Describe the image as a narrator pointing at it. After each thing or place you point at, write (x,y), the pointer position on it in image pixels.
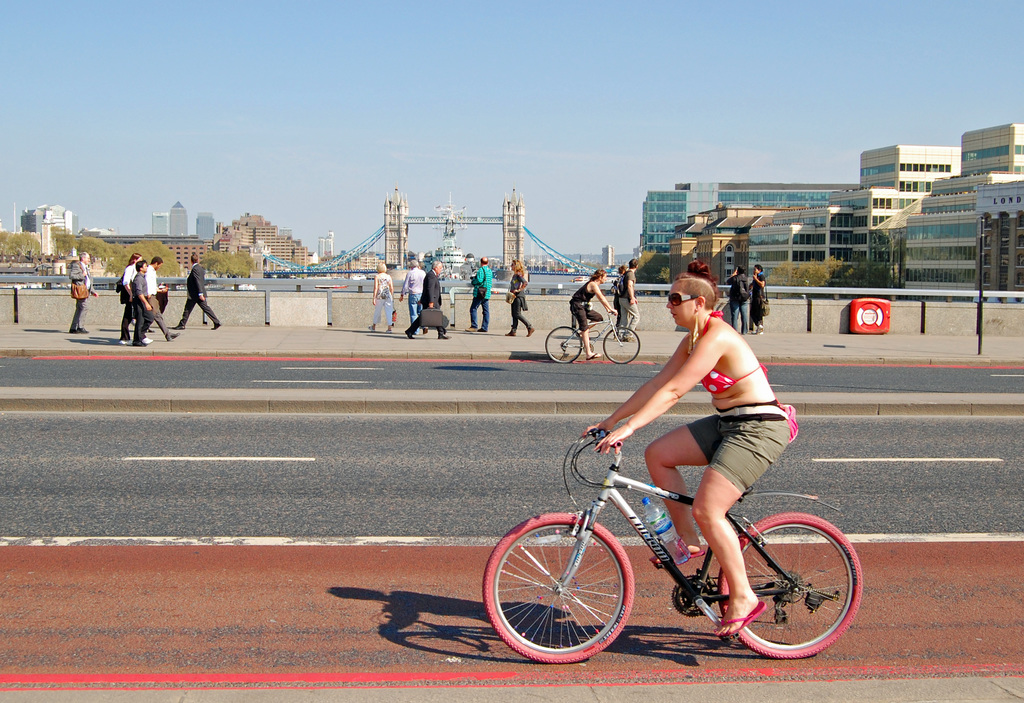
There are 2 women (590,354) riding bicycle (623,580) on the road (650,578). Behind them there are few people (151,303) walking and buildings (670,231), trees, water (564,278) and sky (418,122).
